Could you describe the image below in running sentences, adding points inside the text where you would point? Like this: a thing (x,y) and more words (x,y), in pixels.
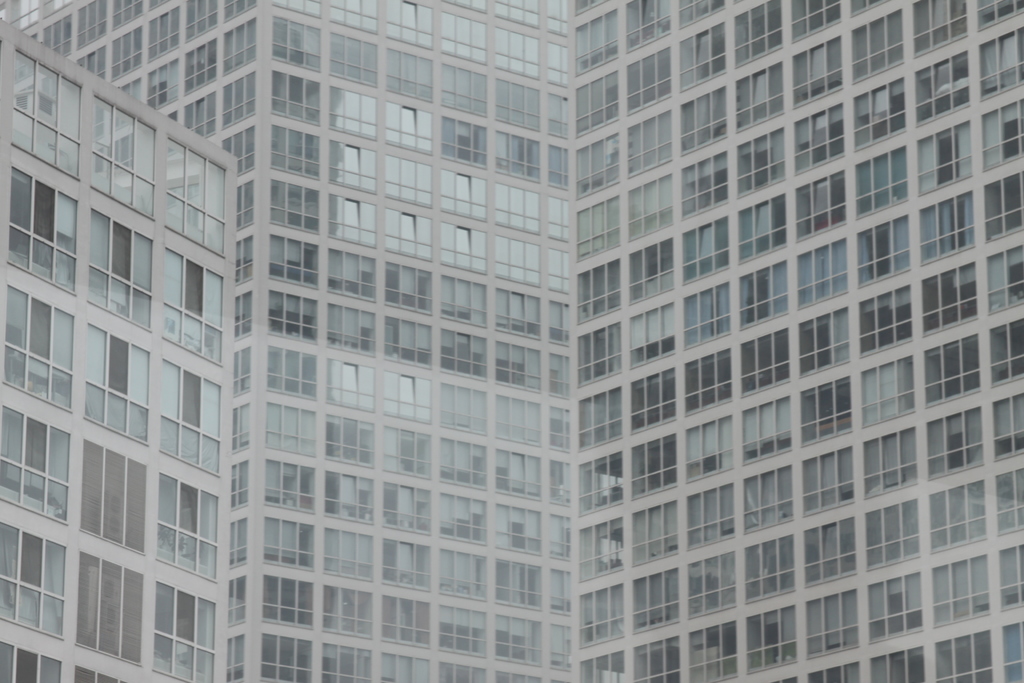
In this image I can see a building (409,250) and I can also see number of glass windows (514,250).
